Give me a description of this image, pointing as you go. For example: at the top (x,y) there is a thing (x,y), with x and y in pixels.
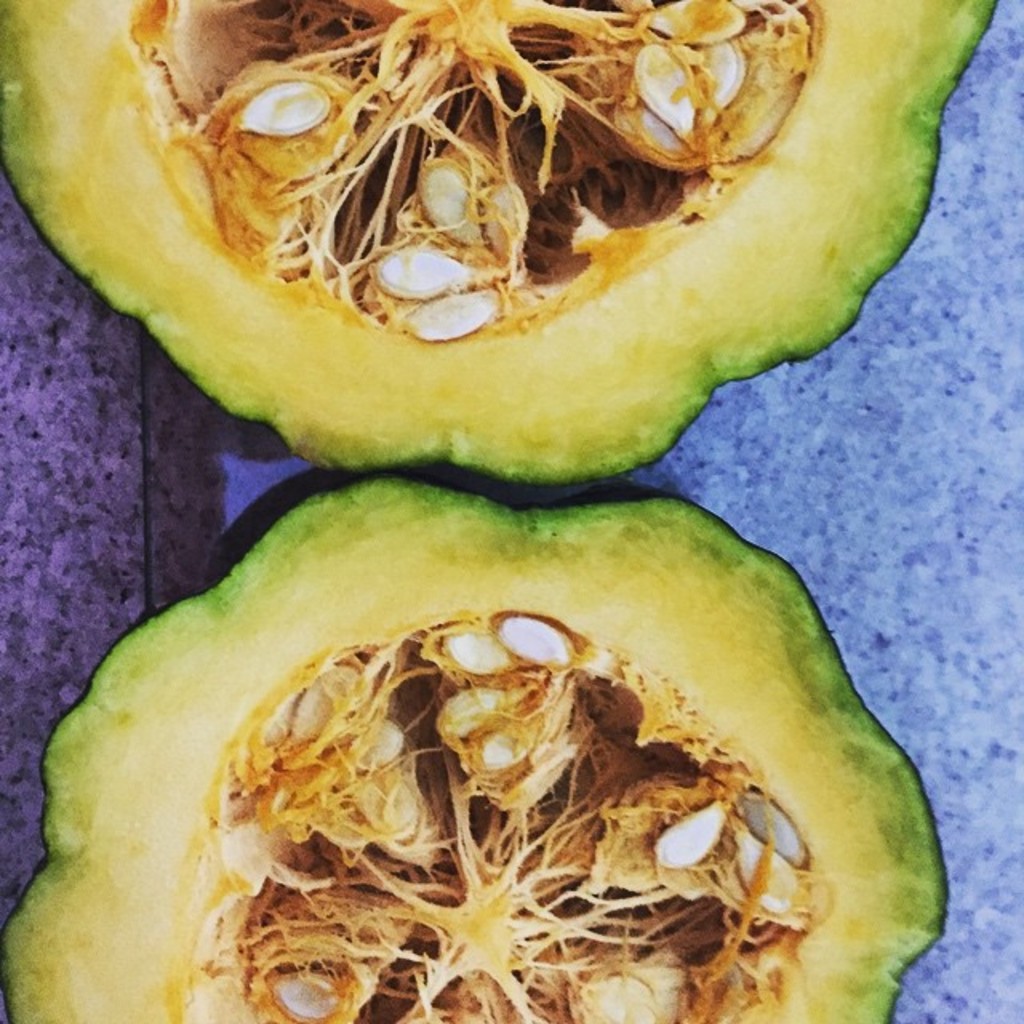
In this picture we can see two pieces of pumpkins (440,440), inside them we can see seeds (714,50). On the right (688,438) we can see a blue color object (929,489).
